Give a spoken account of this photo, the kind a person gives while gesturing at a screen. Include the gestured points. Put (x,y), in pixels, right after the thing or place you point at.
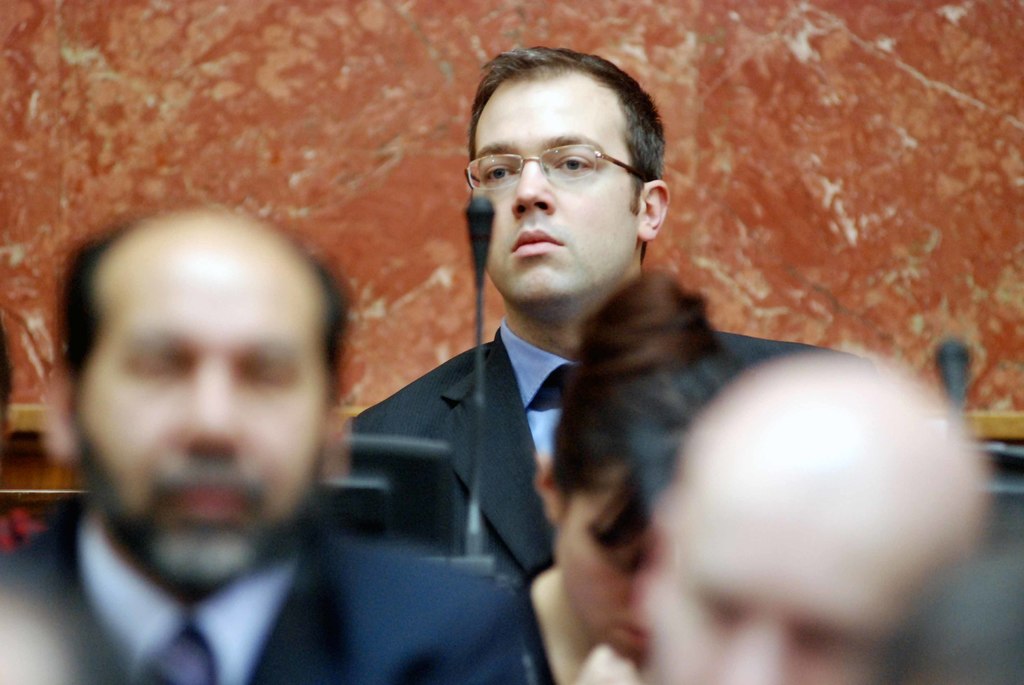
In this picture we can observe some people (546,382). There is a man (509,252) wearing spectacles (488,171) and a coat (518,454). We can observe a mic (480,216) in front of him. In the background (231,117) there is a wall (730,69) which is in brown color.
